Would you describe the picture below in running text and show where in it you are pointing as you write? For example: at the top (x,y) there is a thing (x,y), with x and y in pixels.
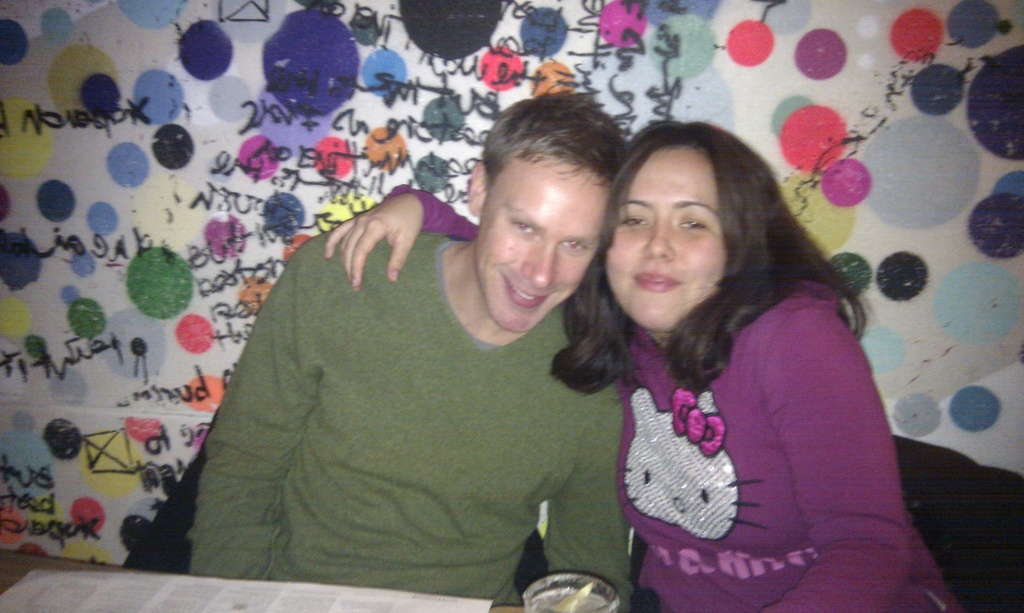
In this image we can see two people (575,362) sitting. At the bottom (587,599) there is a table (68,578) and we can see a paper (386,604) and a glass (554,604) placed on the table (386,604). In the background (329,135) there is a wall (435,92) and we can see text (426,115) written on the wall (864,142).
